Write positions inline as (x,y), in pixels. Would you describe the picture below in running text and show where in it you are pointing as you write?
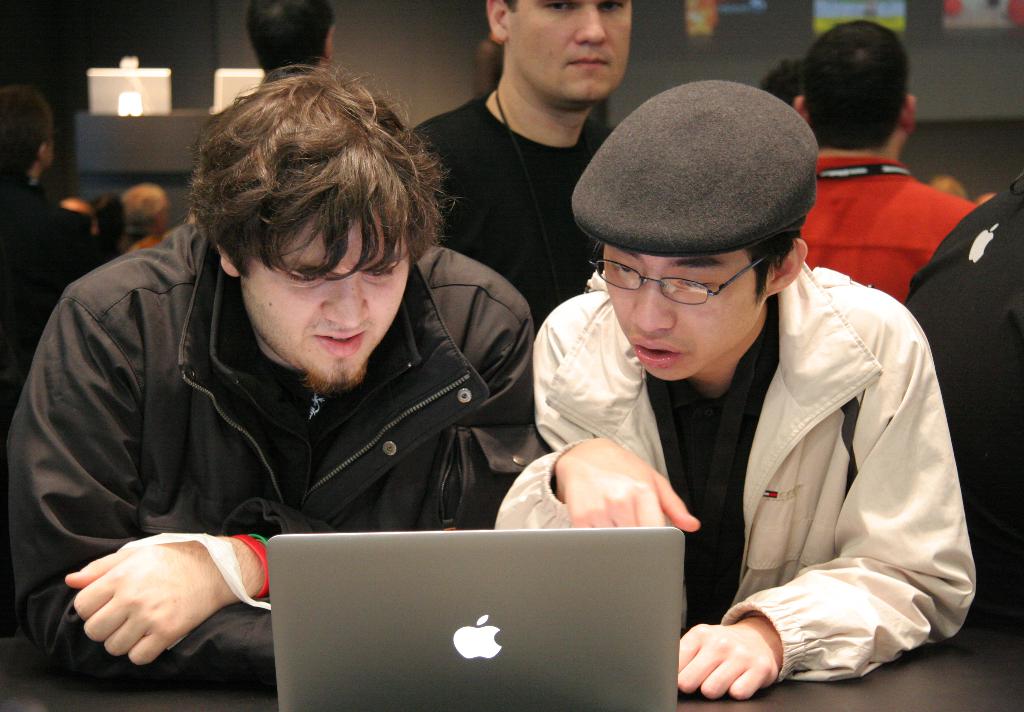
In this image there are people (717,529). There are laptops (403,622). There is a screen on the backside (931,73).
